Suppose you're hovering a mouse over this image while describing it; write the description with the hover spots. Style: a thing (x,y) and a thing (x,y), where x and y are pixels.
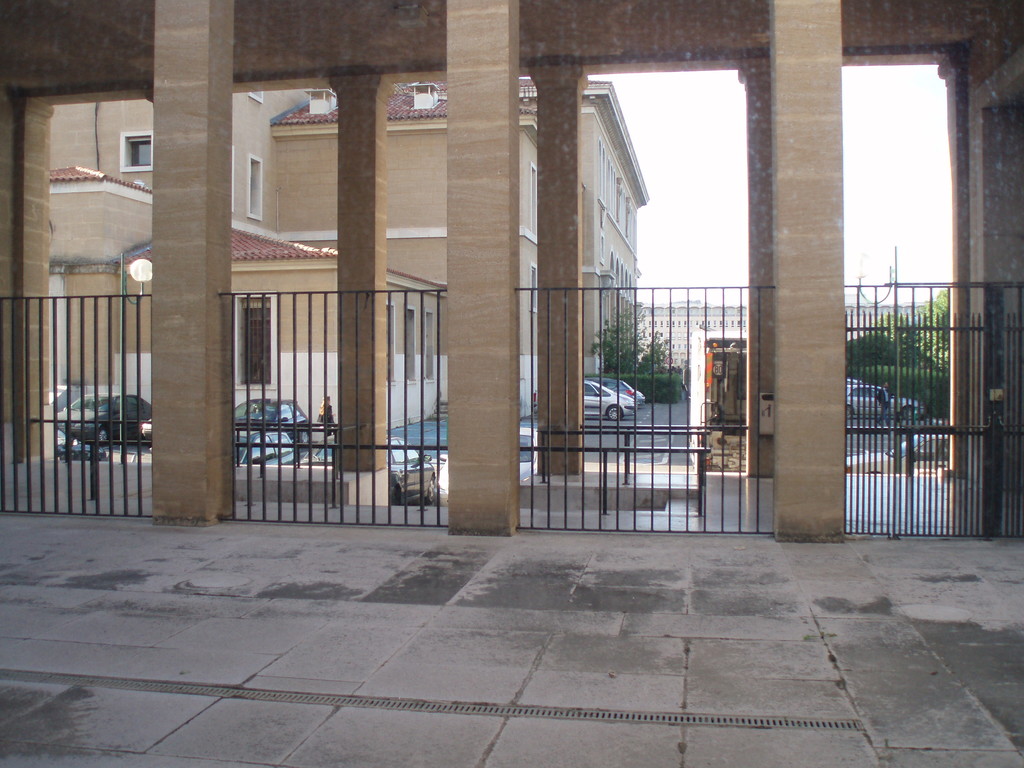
In this picture, we can see some pillars (499,164) and between the pillars (782,407) there is a fencing (310,380) with black rods (358,361) and beside the fencing (280,442) we can see some cars (391,437) which are parked and there is also a person (323,400) who is walking and there is a big house (527,373) with red roof (259,252) and there is another building (644,321) over here which is far away from the image.
